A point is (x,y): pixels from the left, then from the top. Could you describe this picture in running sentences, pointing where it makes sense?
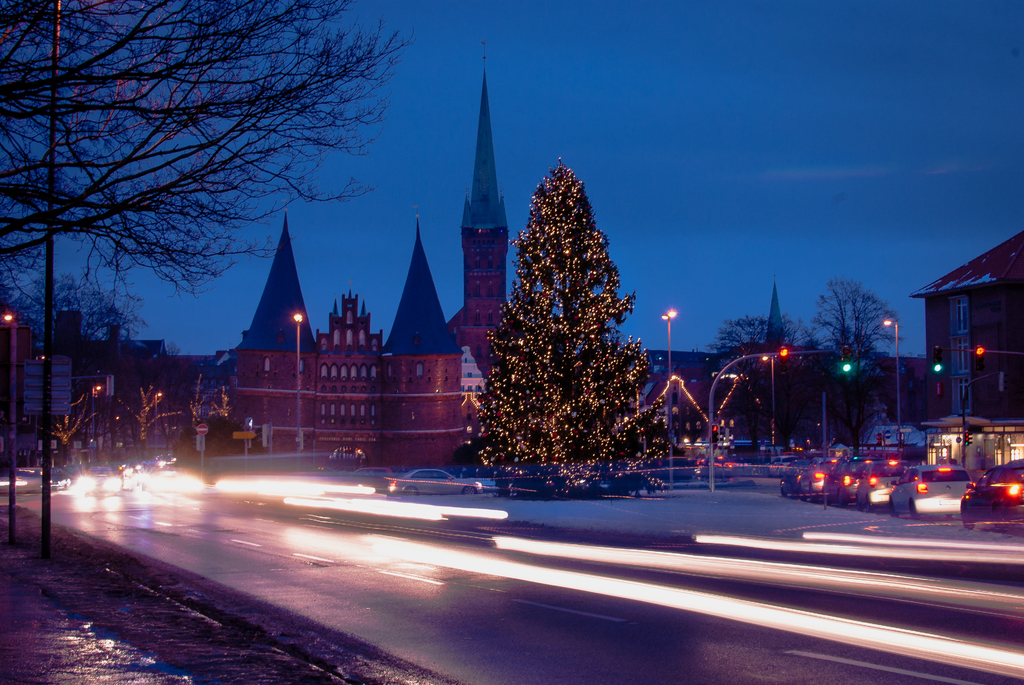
In this image we can see decorated Christmas tree (555,336), buildings (884,362), street poles (200,428), street lights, motor vehicles (923,485) on the road (298,571), trees (148,231) and sky (447,239).
